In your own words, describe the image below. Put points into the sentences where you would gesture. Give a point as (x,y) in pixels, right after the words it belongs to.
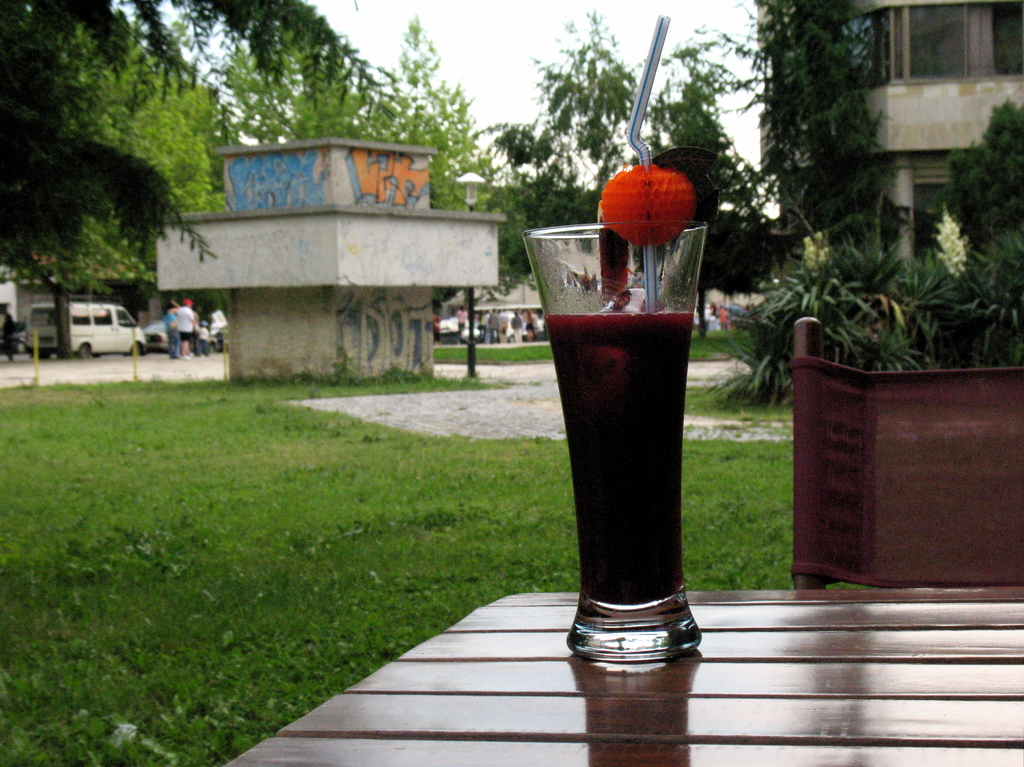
In this image we can see a glass (662,424) with the drink (673,323) and it is placed on the table (705,672) and there is a chair (835,461) and we can see some plants (847,353), trees (422,69) and grass (272,613) on the ground (285,619). There is a building (872,46) on the right side of the image (896,10) and we can see some people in the background (503,309) and there are some vehicles (52,349) on the road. There is a concrete structure (340,261) in the middle (343,274) and to the side, there is a light pole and at the top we can see the sky (459,52).
